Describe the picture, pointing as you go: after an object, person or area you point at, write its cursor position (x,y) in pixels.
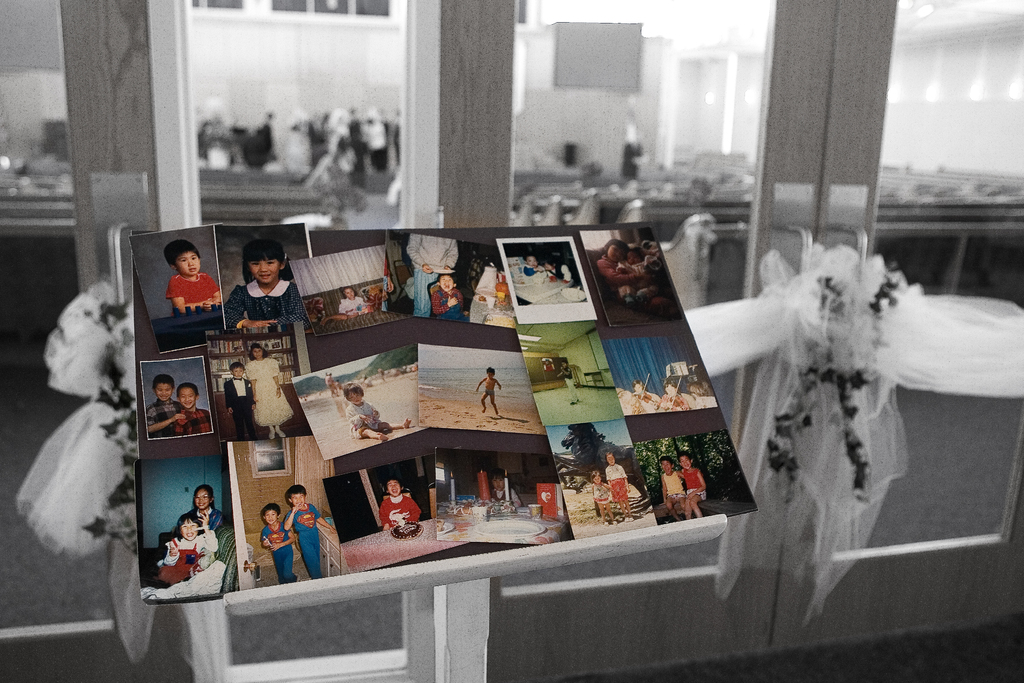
In this picture there are photos (193,412) on the board (592,282). At the back (202,218) there is a door (808,58) and there are clothes (881,378) and flowers (829,299) on the door (861,236). Behind there are group of people (233,121) standing and there are benches (638,192). At the top (629,36) it looks like a screen (590,73). At the bottom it looks like a mat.
